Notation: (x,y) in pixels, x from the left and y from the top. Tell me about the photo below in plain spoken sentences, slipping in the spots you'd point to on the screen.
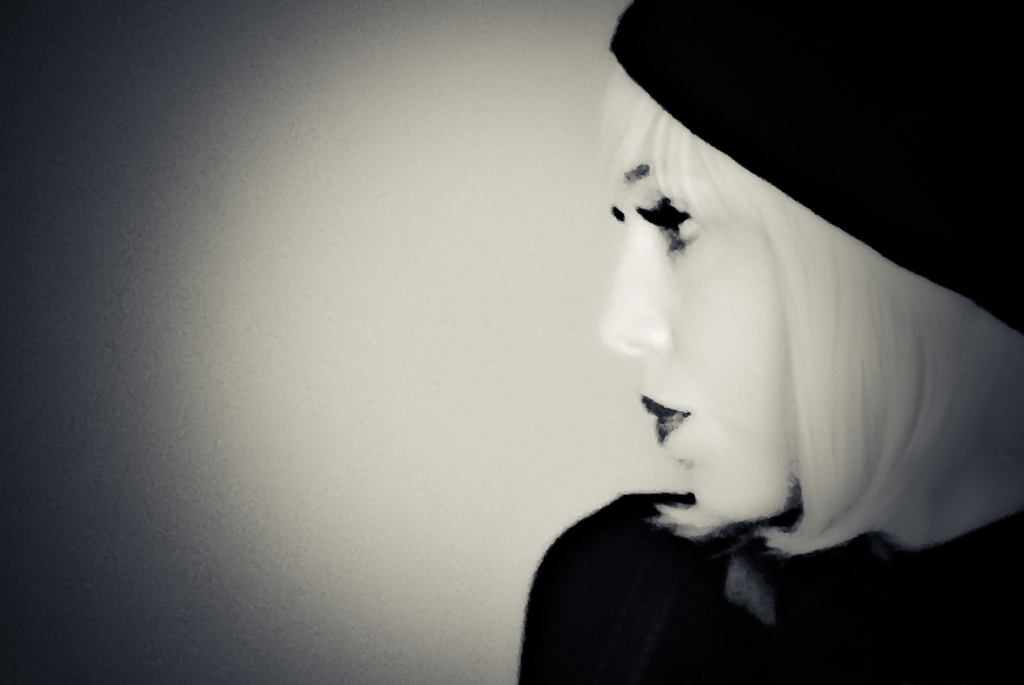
This is a black and white picture, where I can see a woman (988,426) with a cap (686,76).
